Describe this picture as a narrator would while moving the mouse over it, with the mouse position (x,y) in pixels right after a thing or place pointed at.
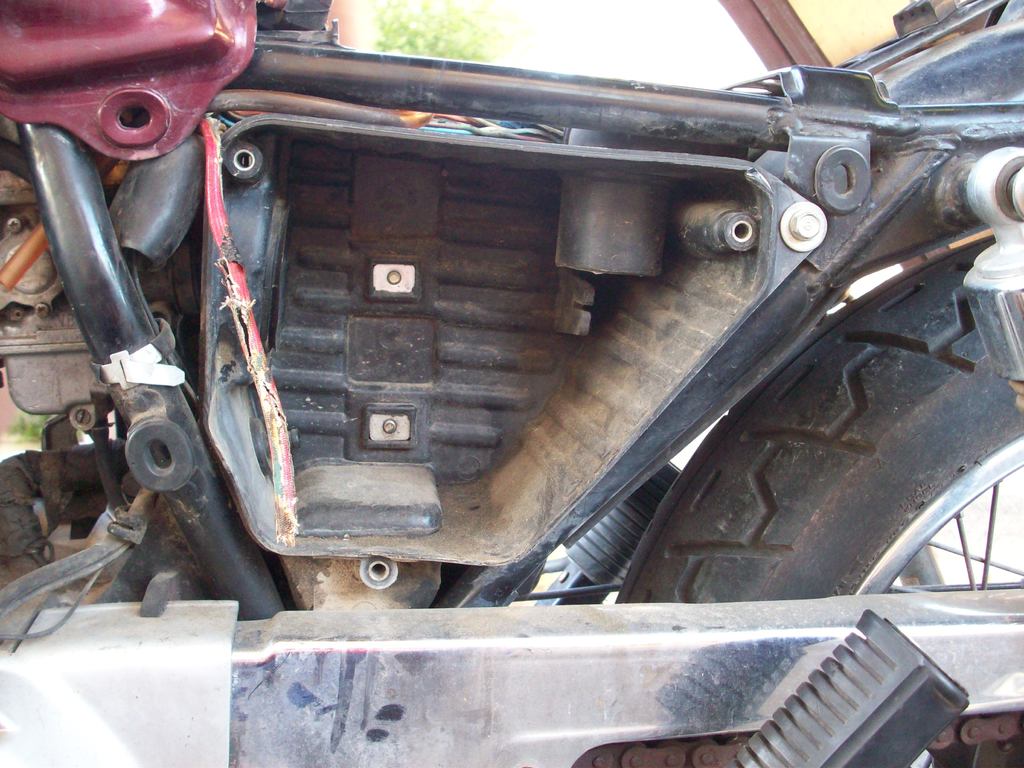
In this image, we can see an inside part (587,387) of a vehicle (567,323) and in the background (446,24), there is a tree (434,33).
